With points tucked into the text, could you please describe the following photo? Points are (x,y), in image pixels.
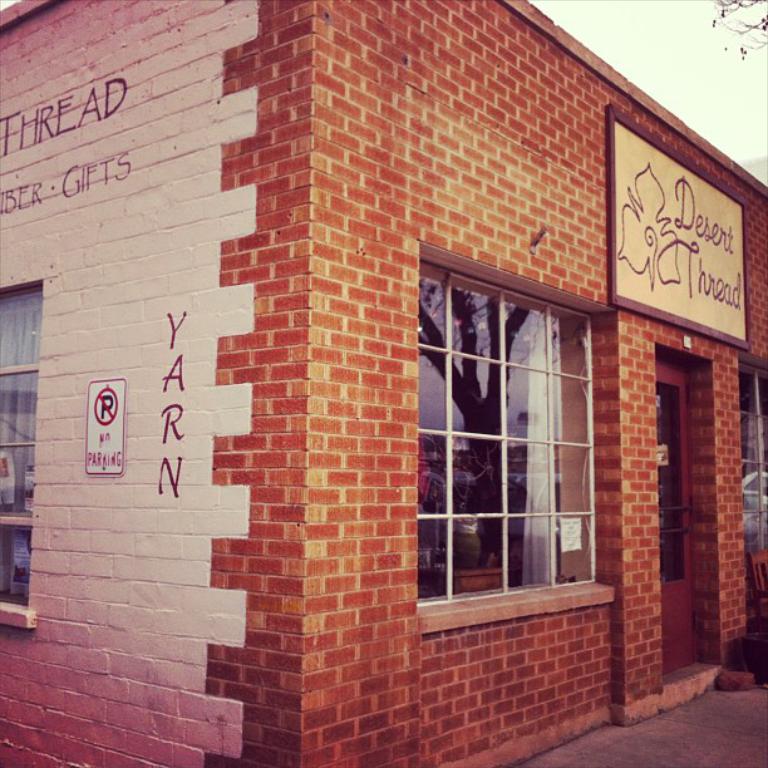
This picture shows a house (91,347) and we see brick wall (174,61) and couple of windows (19,367) and we see some text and a sign board (92,454) on the wall (102,509) and we see a cloudy sky (703,43).
